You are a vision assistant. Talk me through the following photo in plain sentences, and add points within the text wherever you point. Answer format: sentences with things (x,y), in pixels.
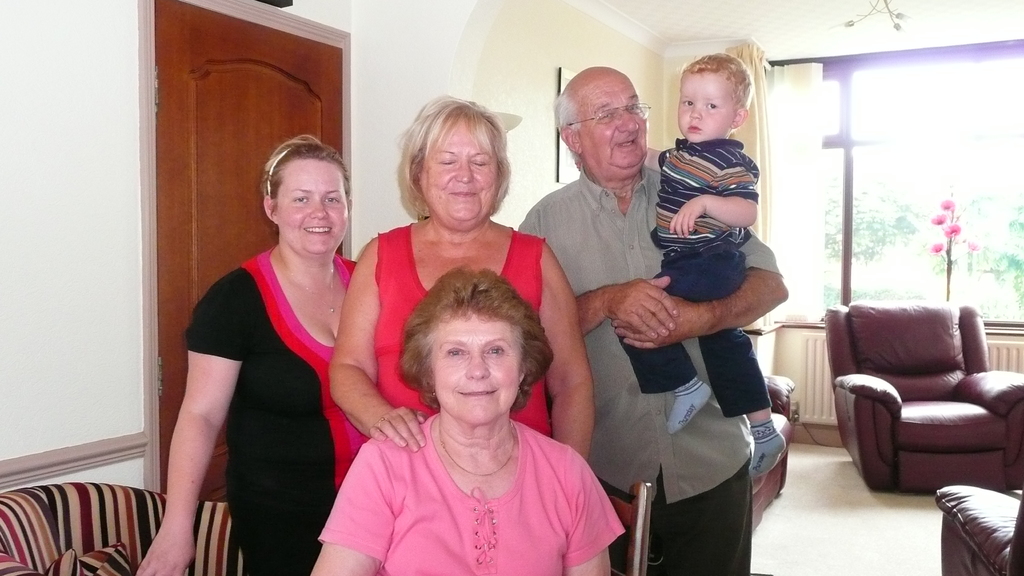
In this picture we can see some persons (633,195). This is floor (822,517) and there are sofas (952,351). There is a door (289,90) and this is wall (76,173). Here we can see a window (972,169) and this is curtain (756,132).
